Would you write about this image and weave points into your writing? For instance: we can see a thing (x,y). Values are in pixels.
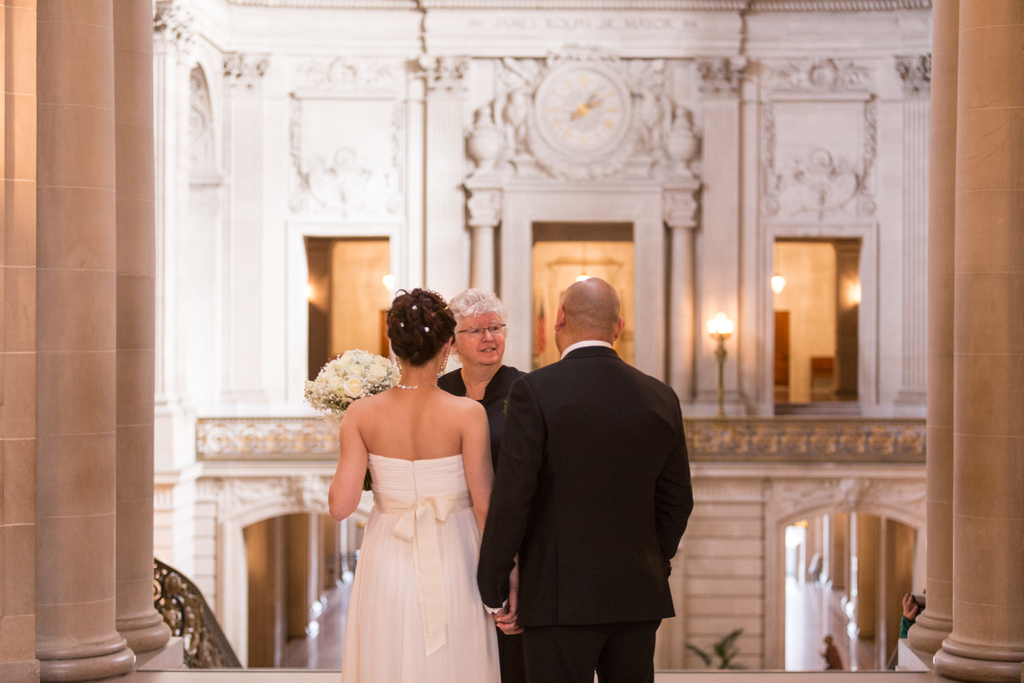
In the middle of the image (399,406) there is a man (519,476) and lady (377,440) are standing. In the lady hand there is a flower bouquet (349,385). In front of them there is a lady (480,344) with spectacles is standing. On the left (138,350) and right corners of the image there are pillars (80,170). And in the background (718,160) there is a wall (743,178) with pillars (488,206), sculptures (808,177), lights (717,330) and some other things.
